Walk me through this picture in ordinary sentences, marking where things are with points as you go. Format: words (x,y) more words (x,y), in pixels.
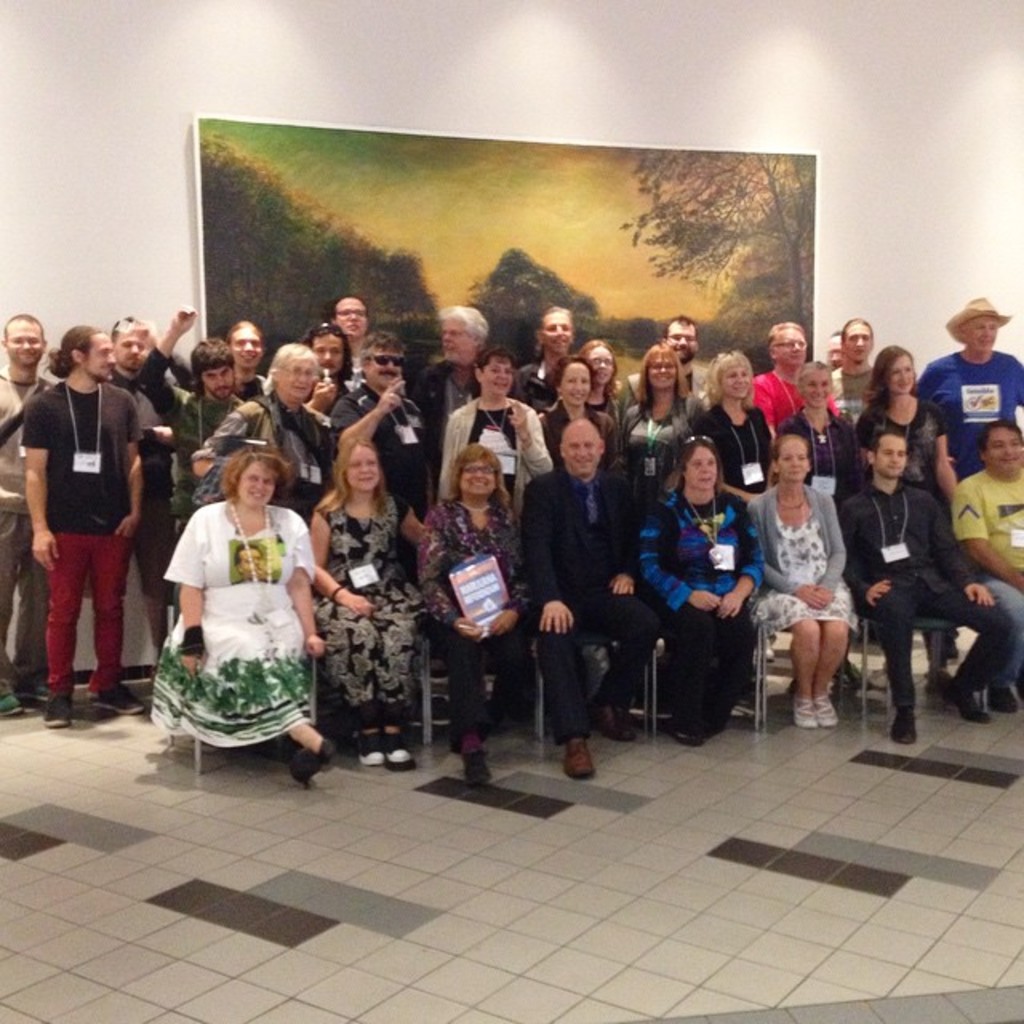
This picture shows few people (867,347) standing and few are seated on the chairs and many of them wore ID cards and we see a man (982,325) wore a hat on his head (970,329) and we see a photo frame (461,229) on the wall (575,5).
